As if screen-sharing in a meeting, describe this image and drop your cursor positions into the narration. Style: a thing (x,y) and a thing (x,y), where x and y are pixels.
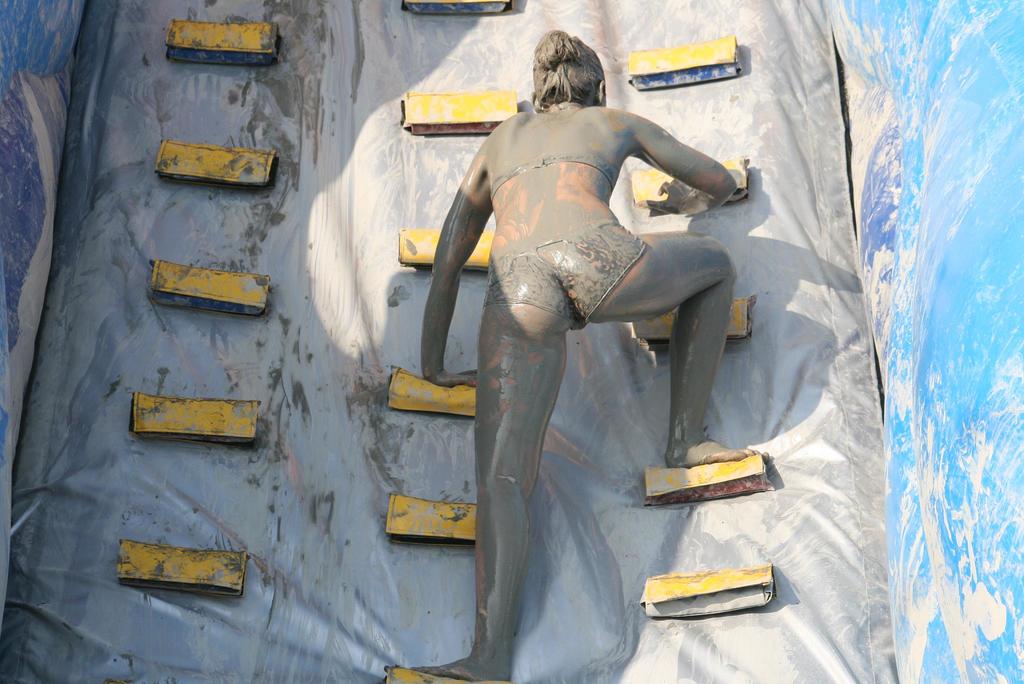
There is a woman (599,116) playing climbing game.
